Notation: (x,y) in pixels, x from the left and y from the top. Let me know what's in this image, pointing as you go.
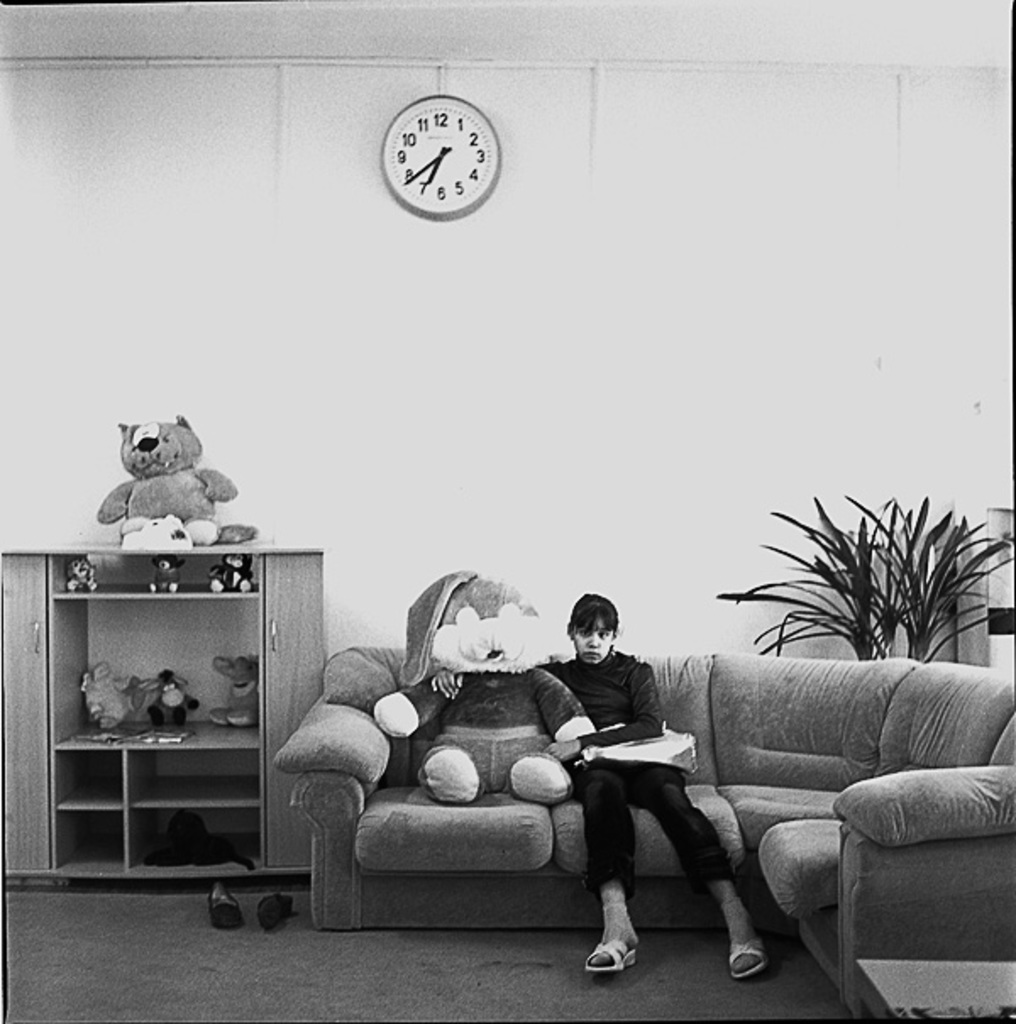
A girl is sitting in the sofa (664,672) with a doll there is a wall clock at the top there are plants (820,505) in the right (917,602).
